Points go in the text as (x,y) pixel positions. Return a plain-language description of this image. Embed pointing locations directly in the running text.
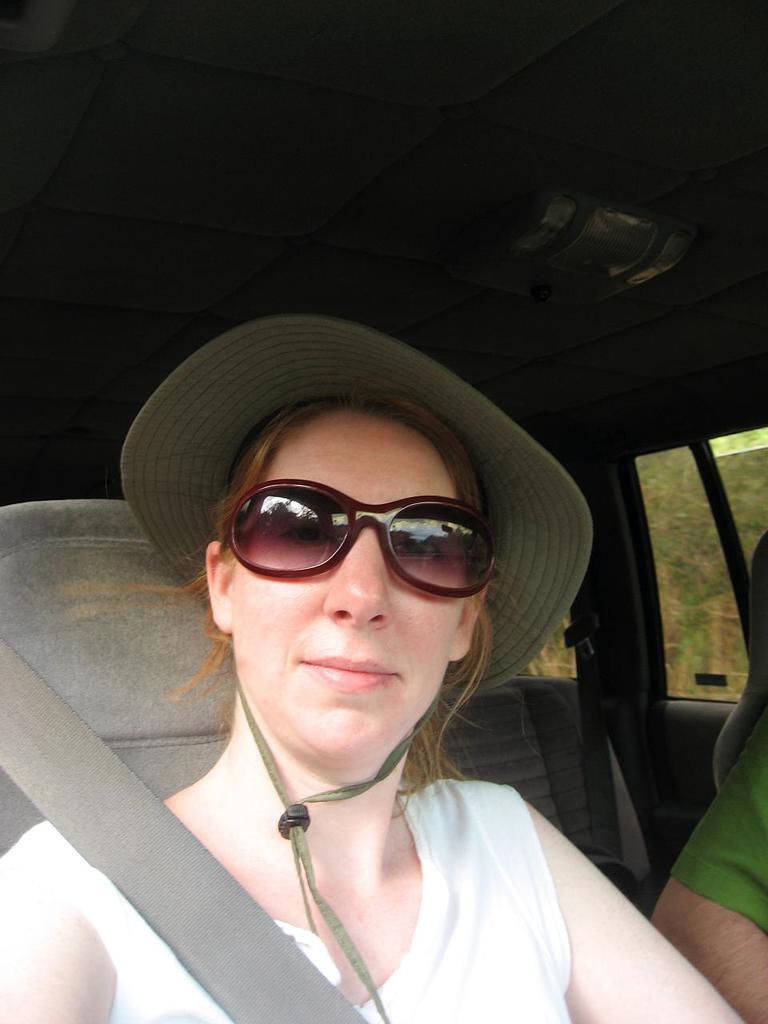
In the image in the center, we can see one vehicle (57,748). In the vehicle (50,736), we can see one person (483,850) sitting and wearing hat (522,527).
